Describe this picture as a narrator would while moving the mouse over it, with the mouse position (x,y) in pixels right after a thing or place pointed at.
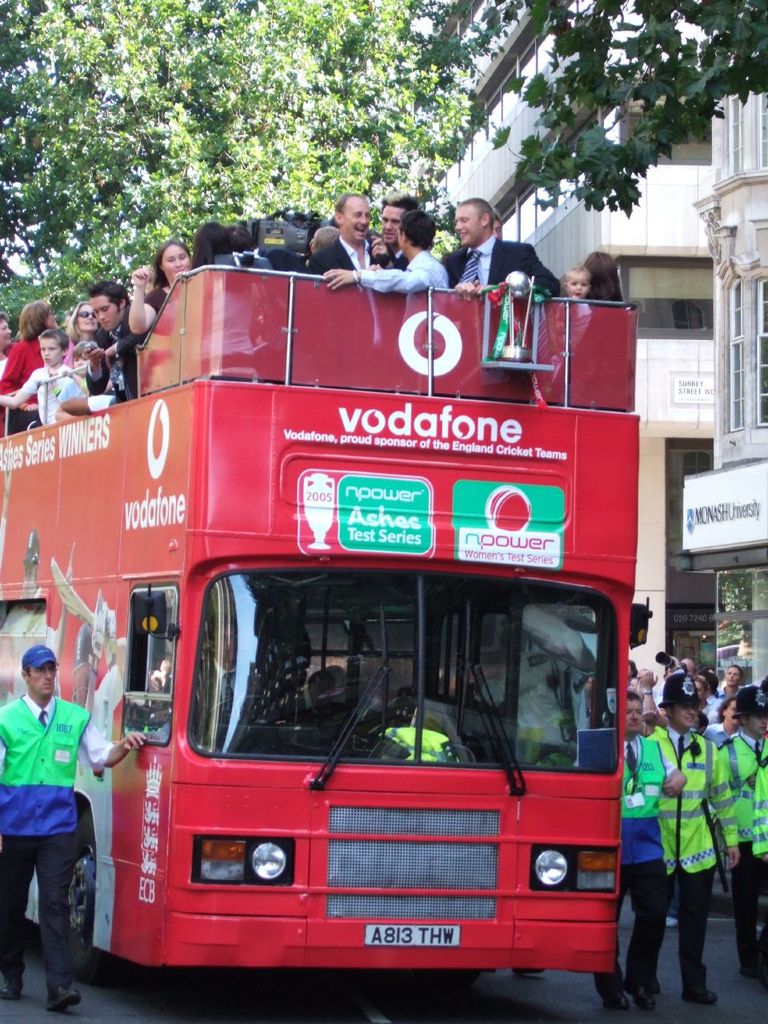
In the center of the image (430,598) there is a red color bus (353,383). There are people (313,253) in it. There are few people (670,799) walking on the road (70,1021). In the background of the image (520,160) there are buildings (758,242), trees (428,174).
